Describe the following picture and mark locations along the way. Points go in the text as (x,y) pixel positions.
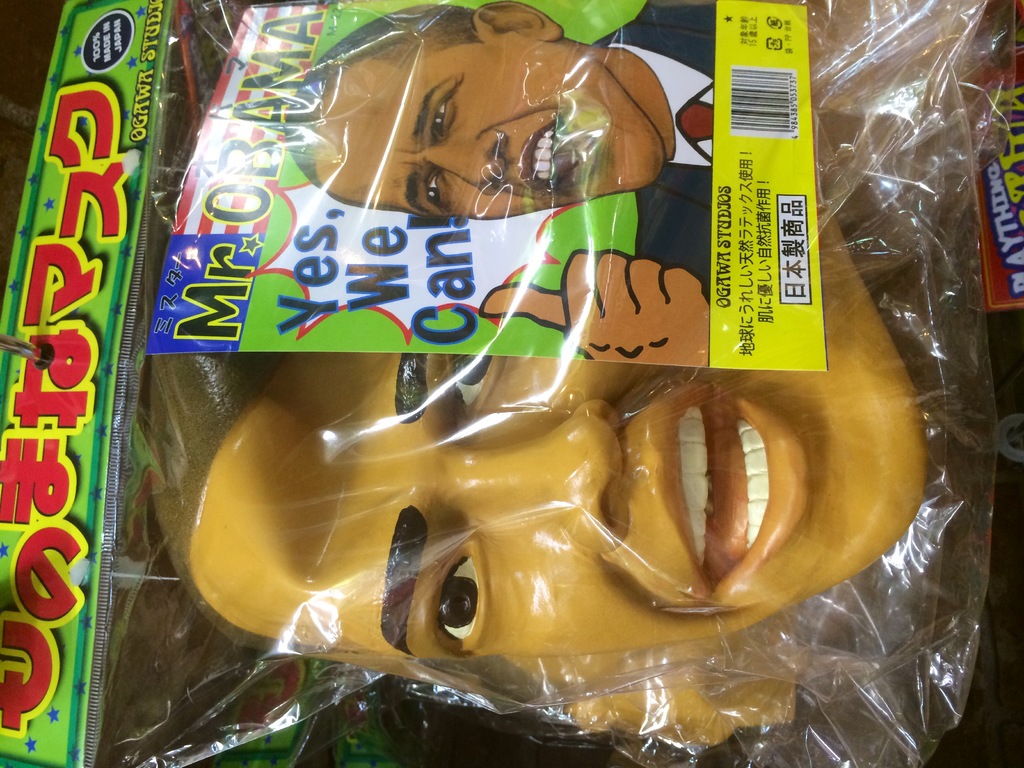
In this image there is a face mask (514,517) inside a cover (472,522).
